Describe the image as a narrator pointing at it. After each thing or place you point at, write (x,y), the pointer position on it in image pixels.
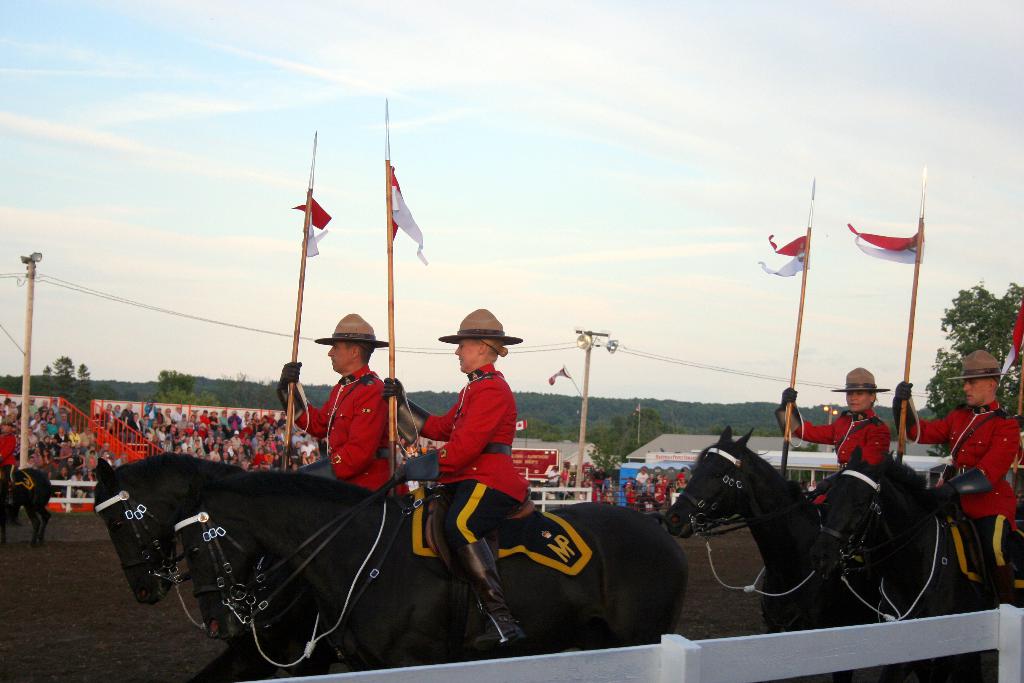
In the center of the image (416,430) we can see four persons (484,517) are riding horses (762,520) and they are in same costumes (456,486) and they are holding flags (912,353). And we can see belts (226,599) are attached to the horses (342,537). At the bottom of the image (760,673), there is a white color object (1018,680). In the background (502,143), we can see the sky (361,122), clouds (625,198), trees (749,402), poles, one horse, fences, few people (85,464) and a few other objects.
